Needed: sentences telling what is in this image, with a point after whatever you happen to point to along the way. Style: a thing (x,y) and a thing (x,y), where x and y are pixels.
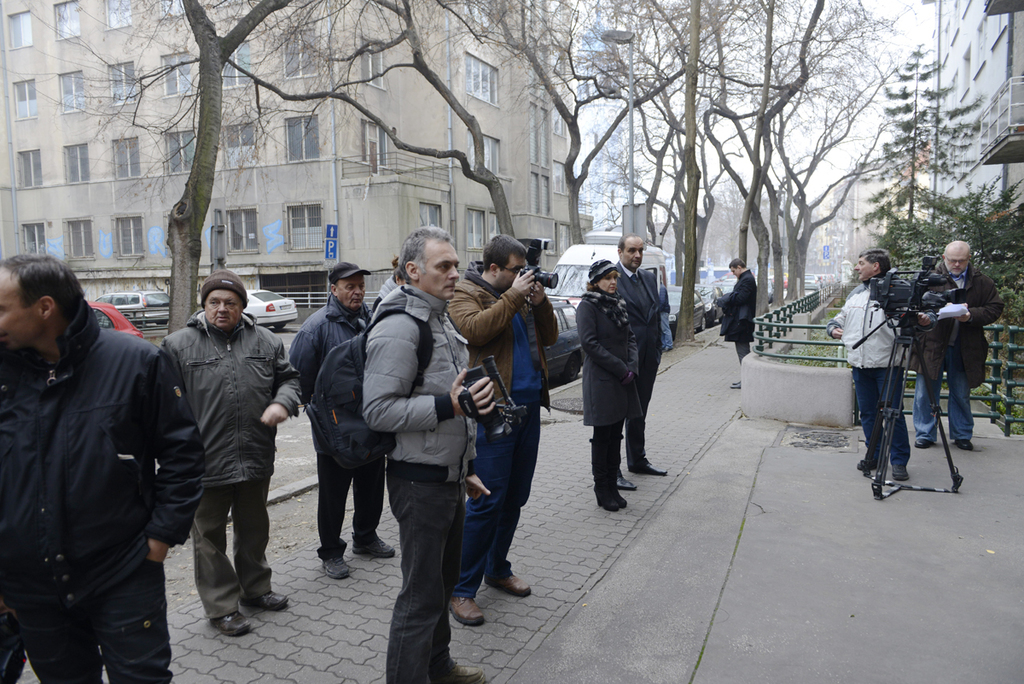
In this image we can see a group of people (497,552) standing on the ground (578,597). In that some are holding the cameras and the other is holding some papers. We can also see a metal fence (995,386), some plants (1023,373), a camera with a stand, some vehicles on the road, the signboards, a street pole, a group of trees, some buildings (397,232) with windows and the sky (895,141) which looks cloudy.
